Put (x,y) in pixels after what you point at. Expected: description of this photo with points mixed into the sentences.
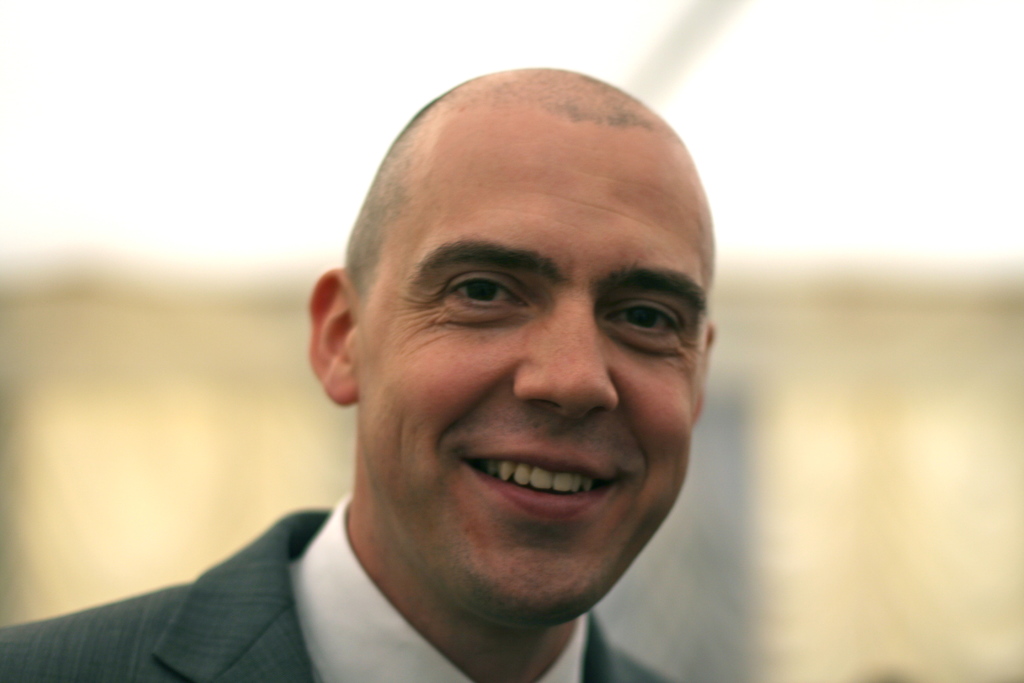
In this image in the foreground (522,412) there is one person (615,318) who is smiling, and the background (869,527) is blurred.
